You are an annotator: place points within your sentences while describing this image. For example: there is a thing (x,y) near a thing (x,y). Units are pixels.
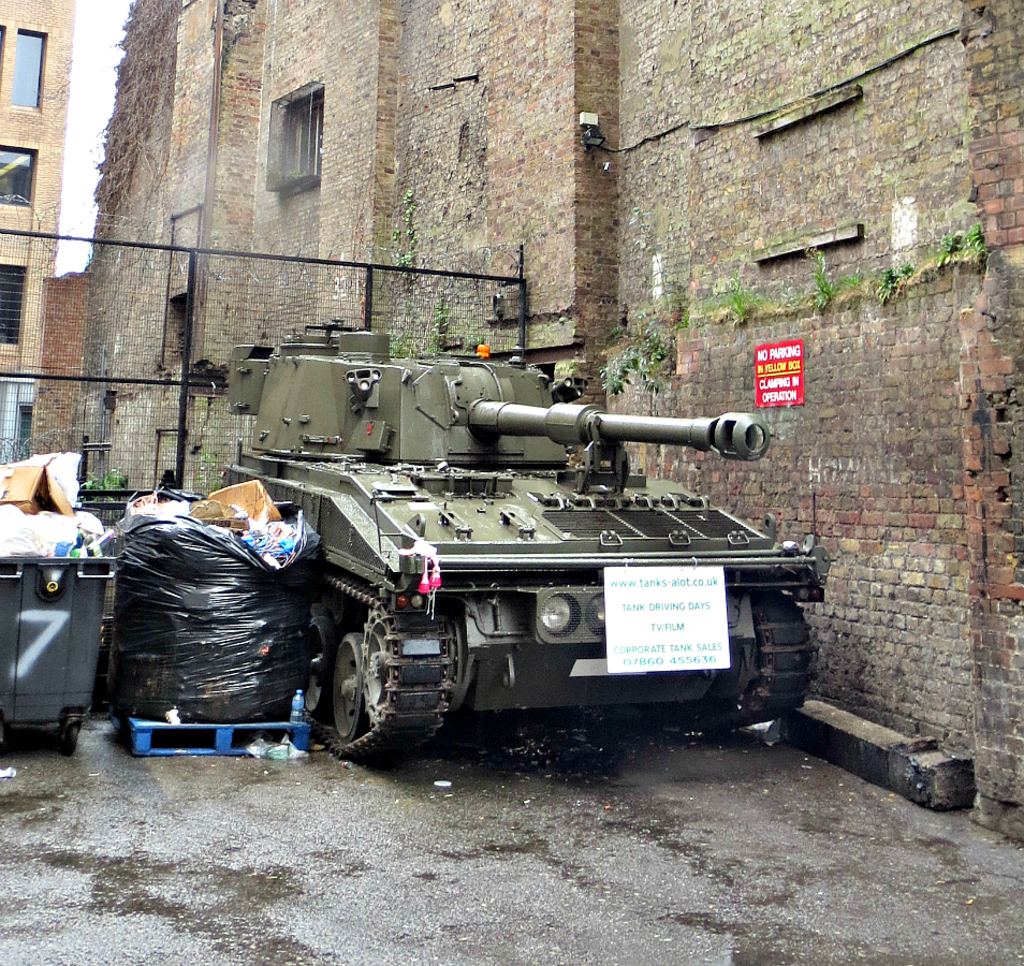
In this image, we can see a military tank (735,622) and some dustbins (269,620). We can see the ground (923,871) and the wall (869,390) with some objects (797,351). We can see the fence (157,271) and a building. We can also the sky (110,52).
